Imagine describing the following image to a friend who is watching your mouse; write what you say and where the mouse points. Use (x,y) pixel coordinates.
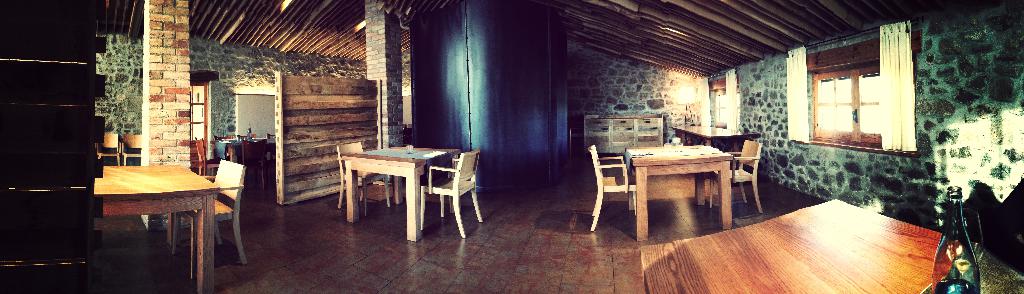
In this image I can see many tables (351,186) and chairs (611,159). To the right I can see the curtains (909,147) to the windows (837,113). There is a light (687,105) can be seen. To the left (236,142) I can see few objects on the table (260,146). There is a wooden object (328,104). In the back (267,61) there is a wall (221,55).
